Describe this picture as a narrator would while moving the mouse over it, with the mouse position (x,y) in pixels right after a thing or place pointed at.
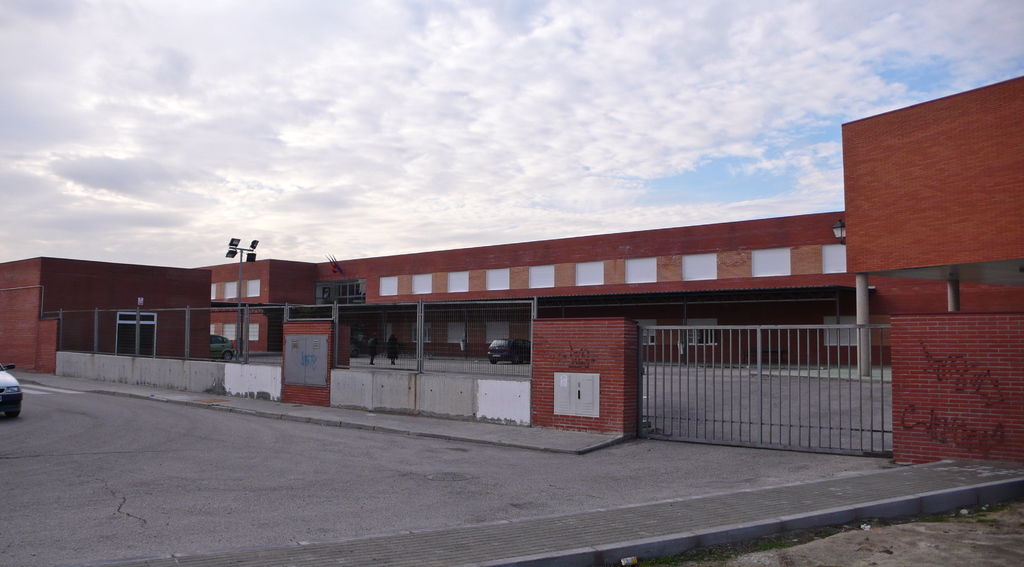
In this image we can see a building (253,344), gate (675,383). At the bottom of the image (287,471) there is road (182,458). To the left side of the image (11,419) there is car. At the top of the image (445,148) there is sky (636,119) and clouds (566,34).
